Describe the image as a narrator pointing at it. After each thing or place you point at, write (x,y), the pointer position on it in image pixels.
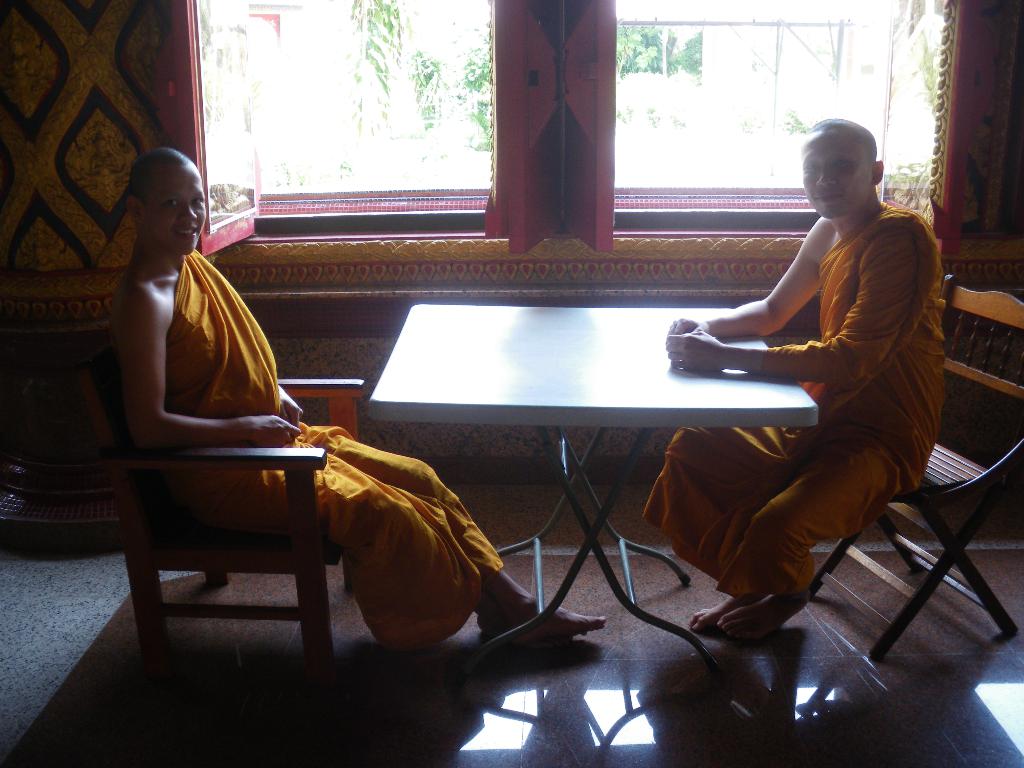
In this image I can see two men (877,437) are sitting on chairs (986,595). I can also see smile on their faces (837,177) and here I can see a table (553,407). In the background (384,58) I can see few trees (378,101).
